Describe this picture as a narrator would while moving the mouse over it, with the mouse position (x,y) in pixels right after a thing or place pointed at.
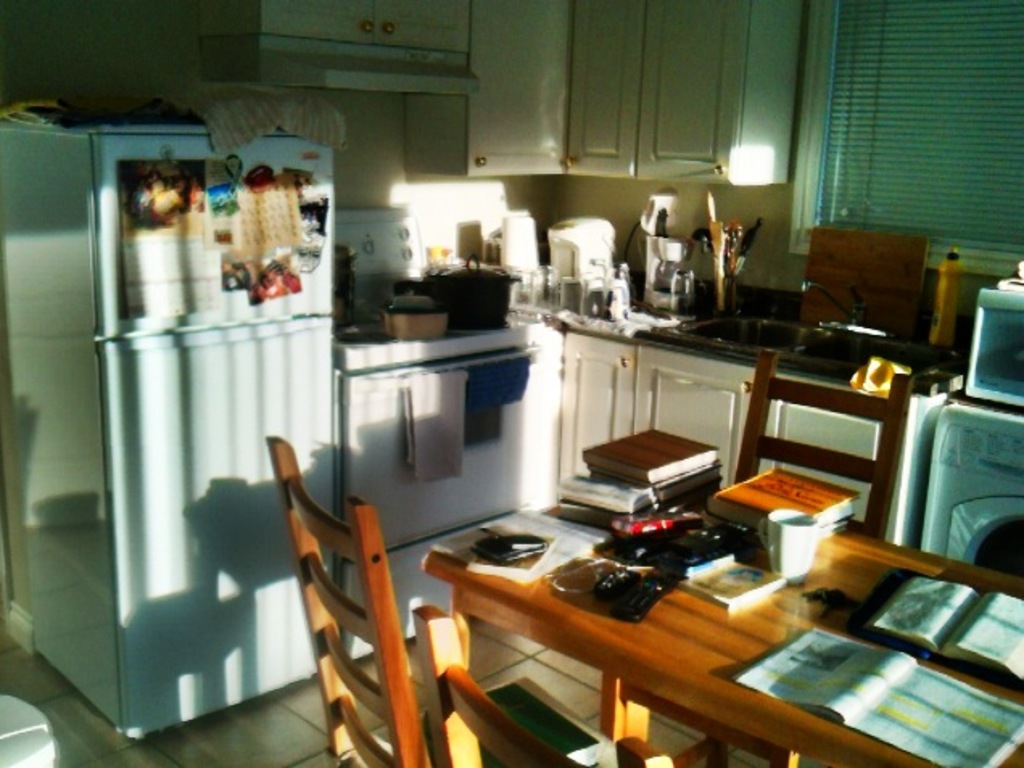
To the left side of the image (187,232) there is a white refrigerator (242,177). Beside the refrigerator (234,150) there is a stove (471,335) with vessels (416,282) on it. Above the stove (394,257) there are cupboards (433,104). And beside the stove (490,339) there is a table (635,331) with a few items (690,250) on it. And also there is a sink (820,356) with tap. Behind the sink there is a window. And to the right bottom corner of the image (793,624) there is a table (730,657) with books (623,490) and few other items (625,563) on it. And also there are chairs (387,649) in front of the table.
